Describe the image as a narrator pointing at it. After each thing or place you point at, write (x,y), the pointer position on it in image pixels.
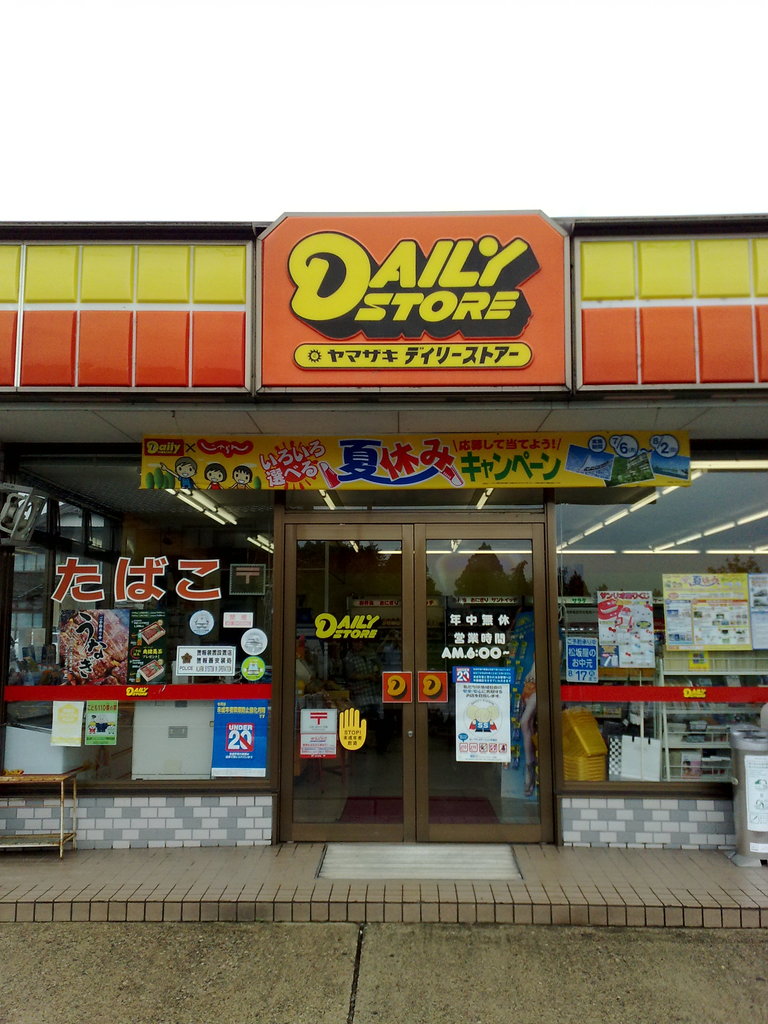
In this image, we can see a store (273,537), glass objects (671,524), doors (373,753), posters (82,660), banner (673,485), hoarding (443,327), walkway (616,874) and few objects (10,746). At the bottom of the image (384,1013), we can see a path (374,999). Through the glass (487,622) we can see the inside view. Here we can see the lights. Top of the image (293,126), there is a sky (310,112).
